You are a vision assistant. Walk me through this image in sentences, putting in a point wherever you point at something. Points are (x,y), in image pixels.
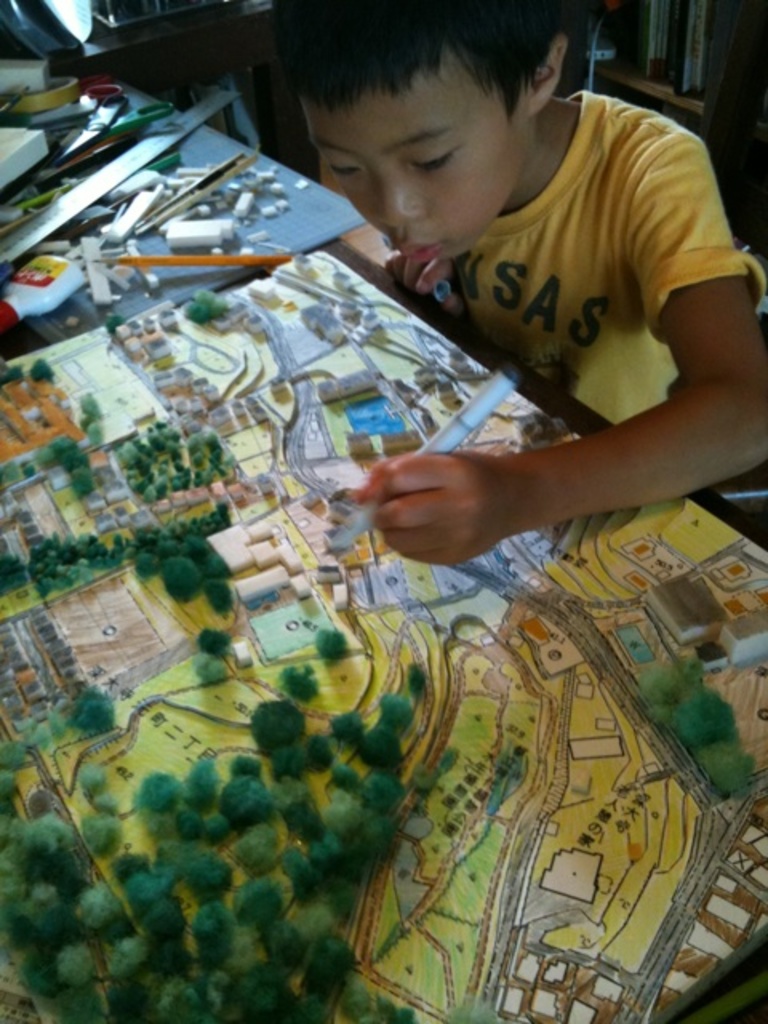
In this image we can see a child (561,319) sitting on the chair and a table (392,278) is placed in front of him. On the table (163,212) we can see stationery (128,226), scissors (103,126) and a building model (208,504) of the map (371,605).
